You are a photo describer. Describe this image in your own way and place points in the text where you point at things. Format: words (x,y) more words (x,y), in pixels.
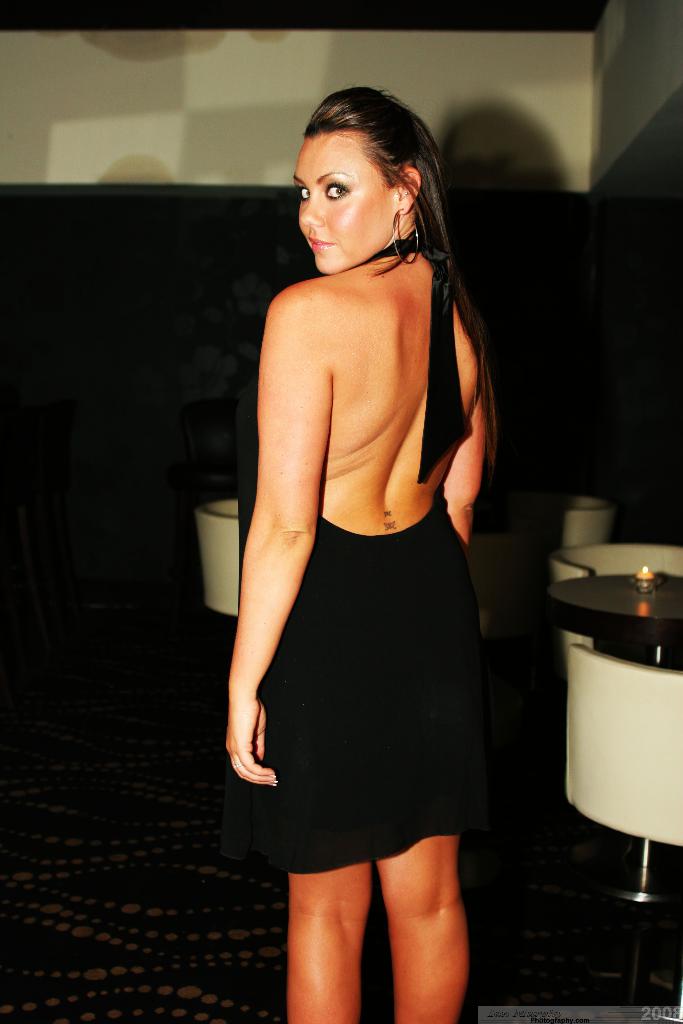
Here a woman (269,863) is standing and posing she is wearing a black color dress (439,521) on the right side of an image (588,667) there are chairs (584,680) and a table (587,604) with a candle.
